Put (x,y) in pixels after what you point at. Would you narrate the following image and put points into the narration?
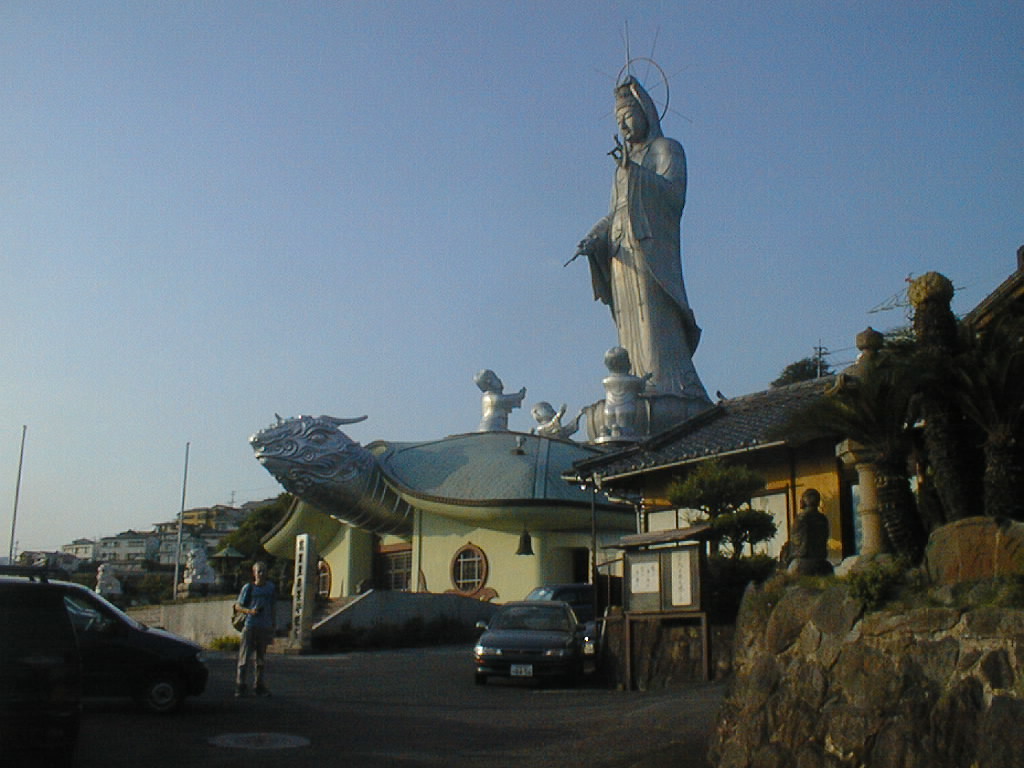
In this picture we can see houses (556,520), there are two vehicles (498,671) in the front (160,675), we can see a person (260,629) is standing in the middle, on the right side (823,557) there is a statue (664,185), on the left side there are two poles (17,467), we can see the sky (345,130) at the top of the picture (360,148).
